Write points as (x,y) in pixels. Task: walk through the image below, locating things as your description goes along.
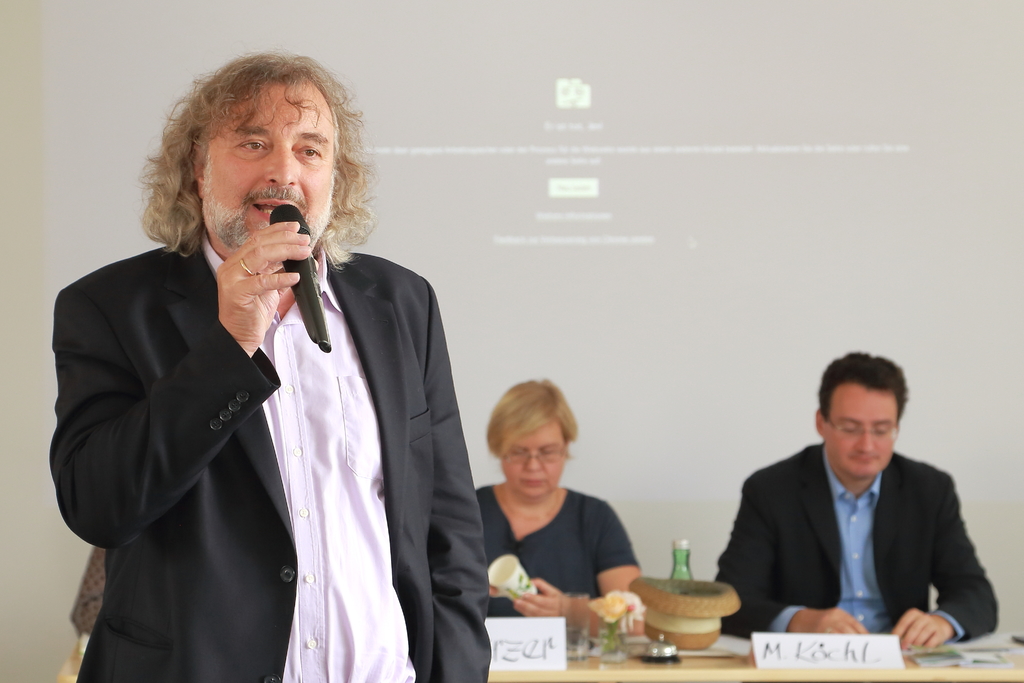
In this picture we can see a man (291,74) who is talking on the mike (288,223). He is in black color suit (195,547). And here we can see two persons (964,605) sitting on the chairs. This is the table (717,669). On the background (794,191) there is a screen (556,182).
